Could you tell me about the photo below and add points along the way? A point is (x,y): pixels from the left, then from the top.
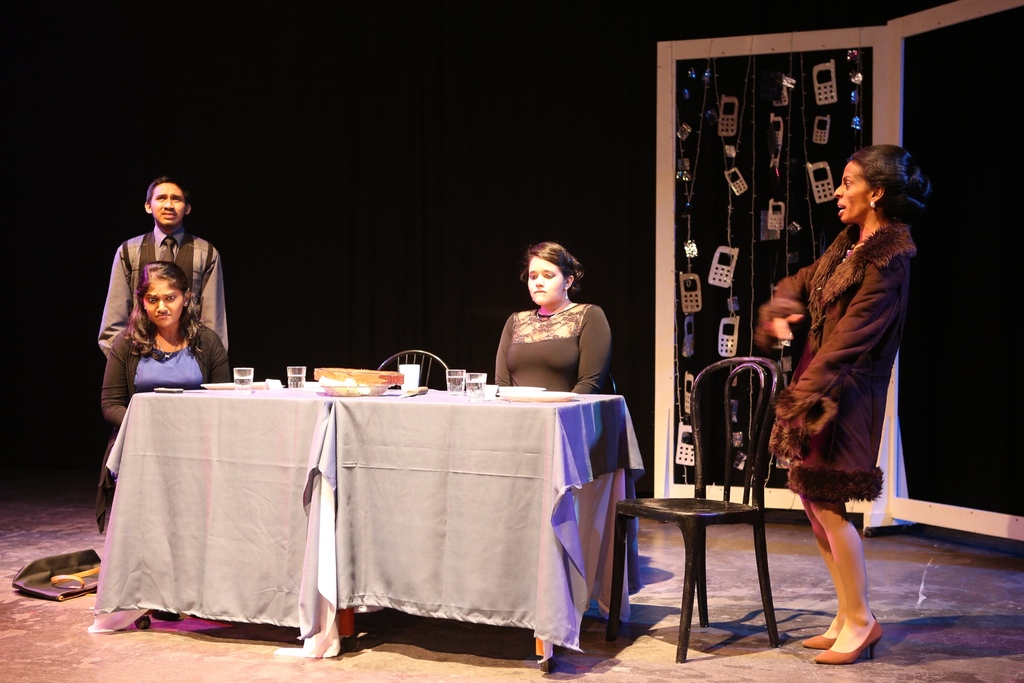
In this image, There is a table (513,610) which is covered by a white color cloth (403,477) on that table (470,414) there are some glasses (471,390) and there is a yellow color object (370,381), There are some people (208,365) sitting on the chairs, In the right side (705,502) there is a chair (702,504) in black color, There is a woman (829,331) standing, In the left side (155,238) there is a person (170,250) standing, In the background (671,92) there is a white color door (663,103) and there are some white color objects (824,119).
